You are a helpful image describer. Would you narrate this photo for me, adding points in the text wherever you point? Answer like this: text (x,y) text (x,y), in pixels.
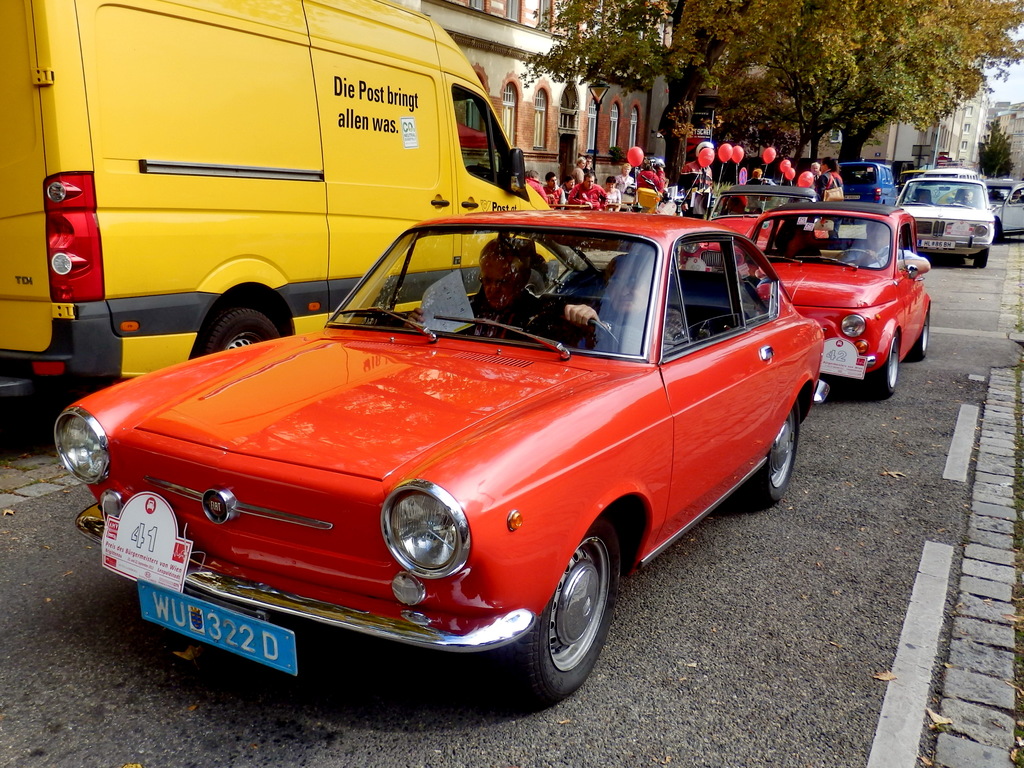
In this image there are cars (805,278) and a van (238,175) on the road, there is a person (504,269) seated in the driver seat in the car (706,283), behind the car (733,240) there are a few people (699,177) standing and holding balloons (808,172) in their hand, behind them there are buildings (558,110) and trees (873,74).
